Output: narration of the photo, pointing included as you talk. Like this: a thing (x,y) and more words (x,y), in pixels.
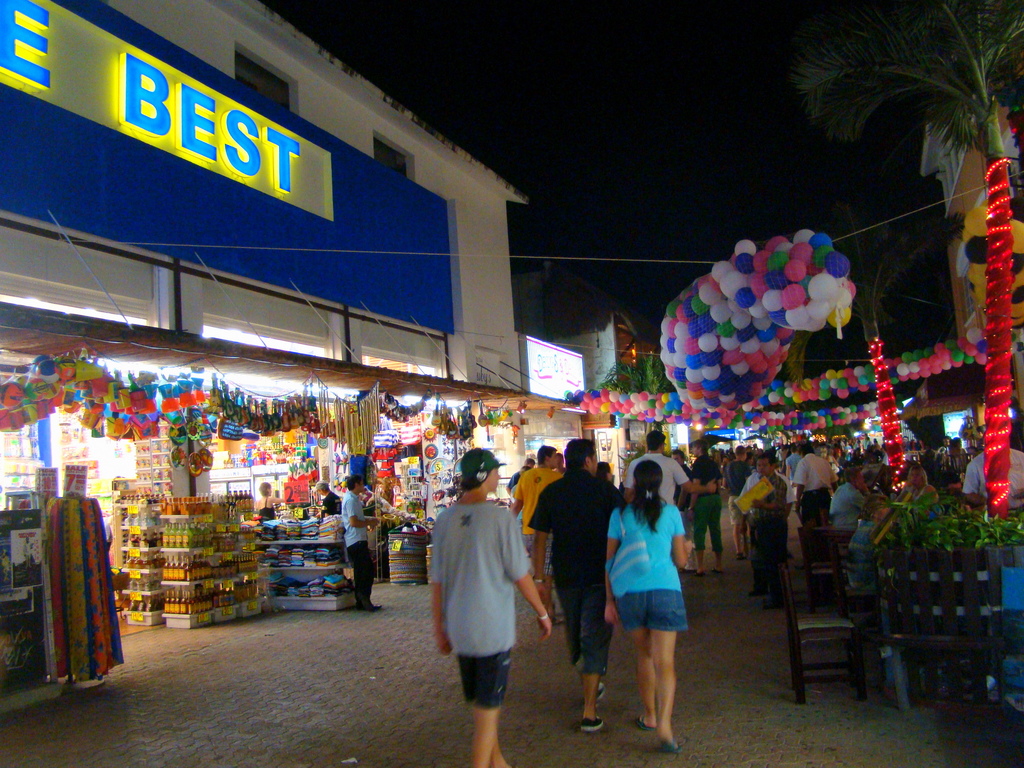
In this image, there are a few people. We can see the ground (727,622) covered with some objects (914,622). We can see some stores (598,288) and boards (555,352) with text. We can see some plants (974,518) on the right (987,525). There are a few trees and balloons (703,348). We can also see a chair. We can see some shelves (272,590) with objects (241,594). There are a few wires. We can also see the sky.
